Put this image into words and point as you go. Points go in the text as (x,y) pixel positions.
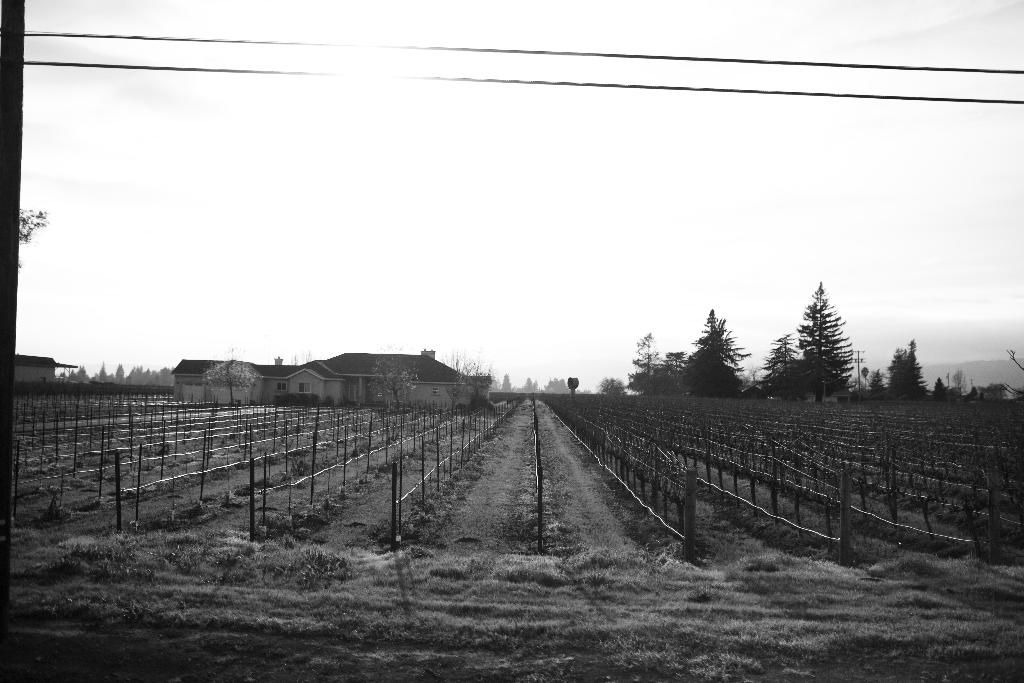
In this image we can see some trees (724,364), houses (338,385), poles (163,443), ropes (153,457), wires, grass (416,499), also we can see the sky (442,256), and the picture is taken in black and white mode.
